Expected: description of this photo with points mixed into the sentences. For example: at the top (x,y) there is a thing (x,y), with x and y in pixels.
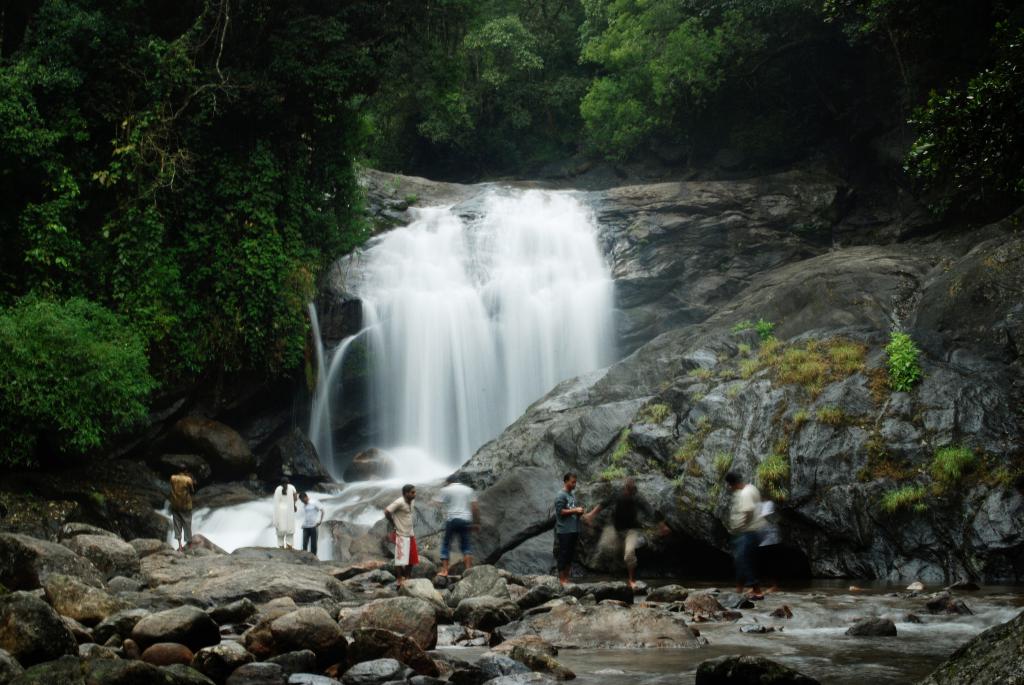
In this image we can see these people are standing on the rocks (28,623). Here we can see the waterfall (561,381) and trees (364,20) in the background (63,63).
